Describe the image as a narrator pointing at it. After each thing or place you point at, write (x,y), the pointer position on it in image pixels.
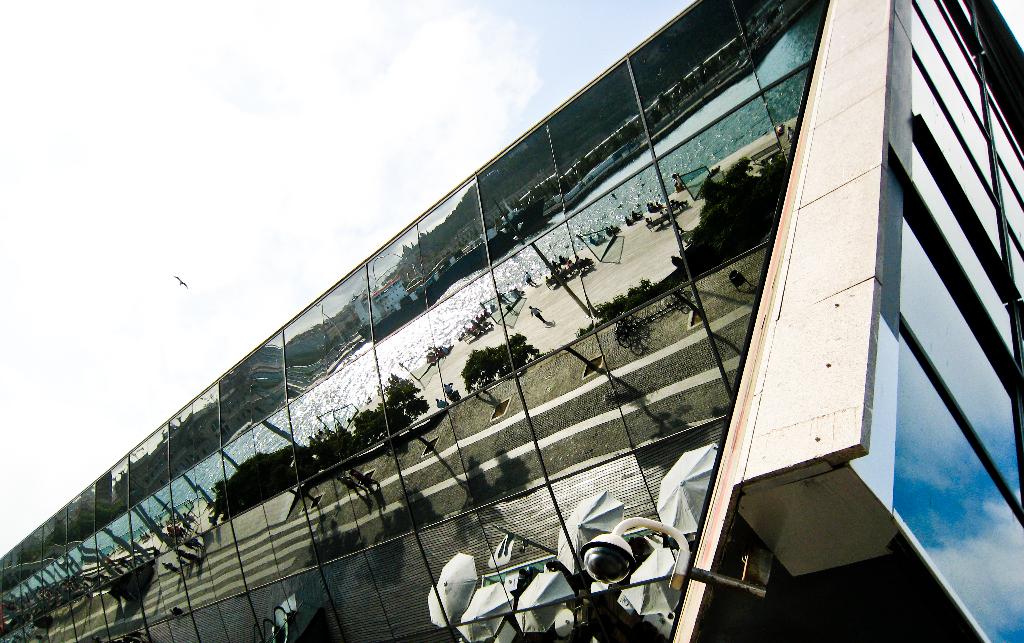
In this image we can see a building (957,359) on which a security camera (605,570) is attached and in the background (445,49) we can see a bird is flying in the sky (146,224).
